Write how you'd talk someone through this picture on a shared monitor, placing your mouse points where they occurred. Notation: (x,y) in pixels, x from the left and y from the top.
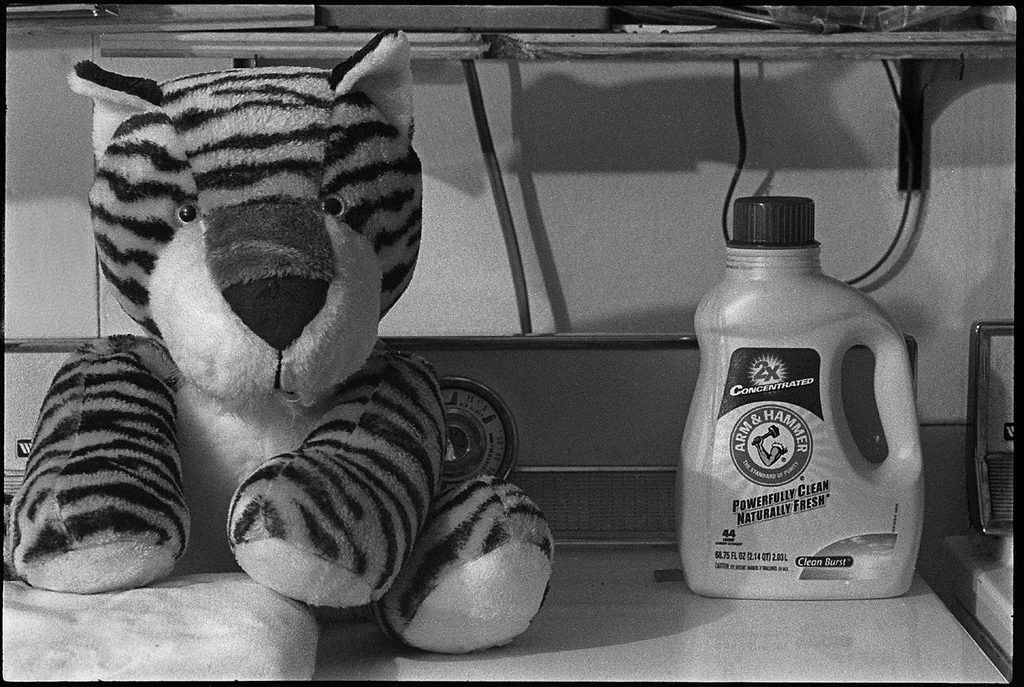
In this picture we can see a toy tiger (195,361) and aside to that can (837,310) and in background (852,17) we can see some wire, rack (932,33) some plastic cover (846,29).
